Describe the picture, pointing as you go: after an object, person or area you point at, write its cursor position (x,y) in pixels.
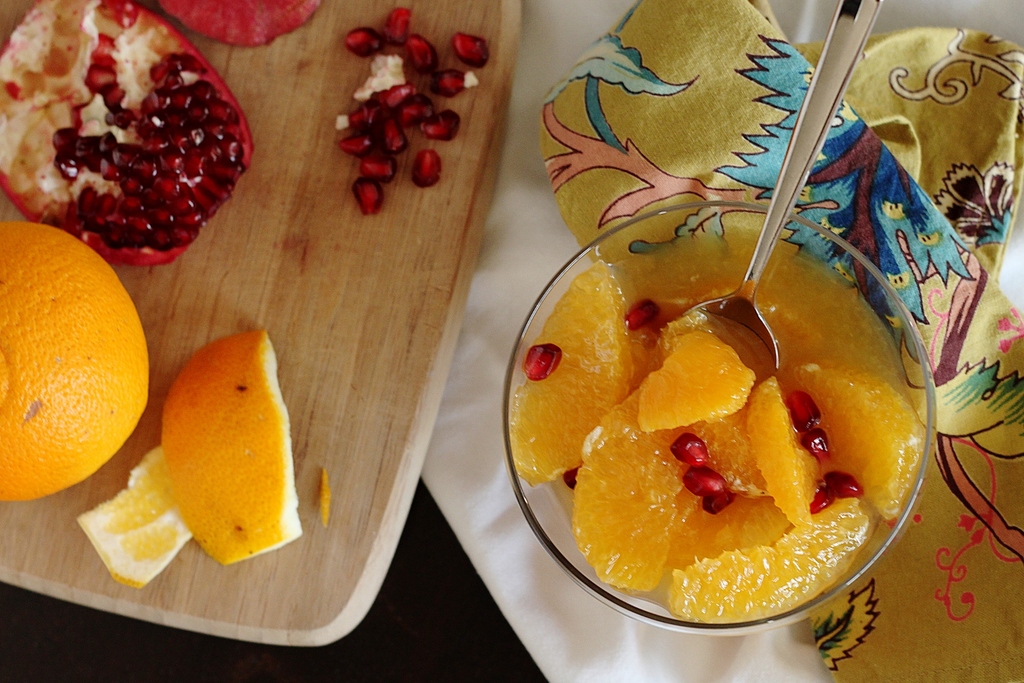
In this image there is an orange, pomegranate (279,9), pomegranate seeds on the wooden board (401,368), and there is a napkin (883,256) and a bowl (668,593) of pomegranate seeds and orange slices (743,425) with a spoon (741,310) in it, on the white cloth (486,509).
